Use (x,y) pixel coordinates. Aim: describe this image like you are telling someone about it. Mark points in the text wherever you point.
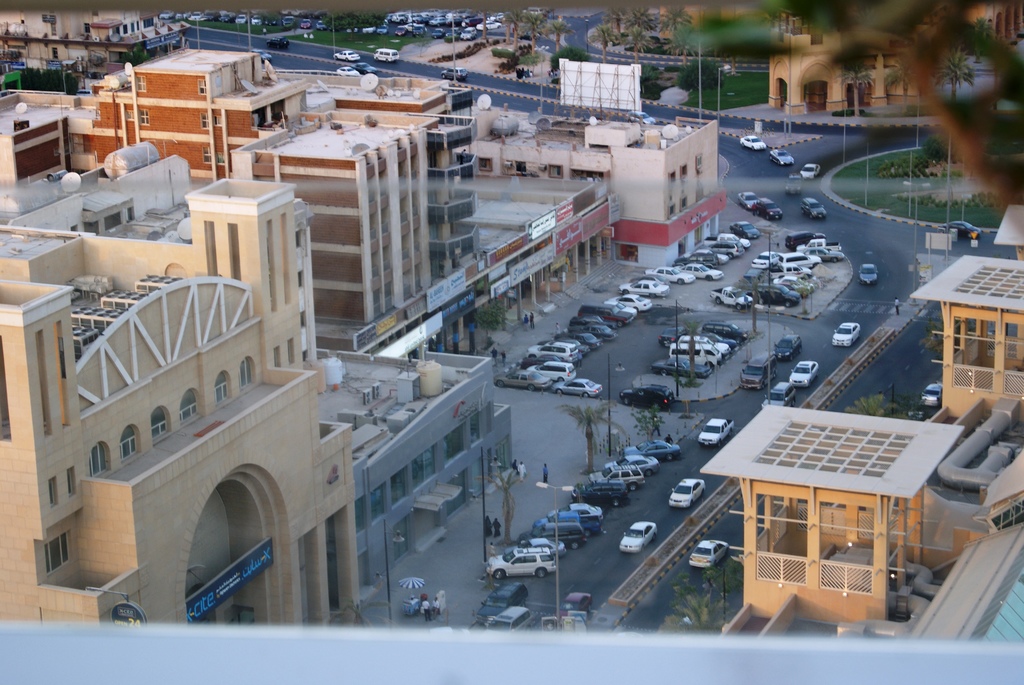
In the picture I can see few buildings (237,122), vehicles (383,54) and trees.
